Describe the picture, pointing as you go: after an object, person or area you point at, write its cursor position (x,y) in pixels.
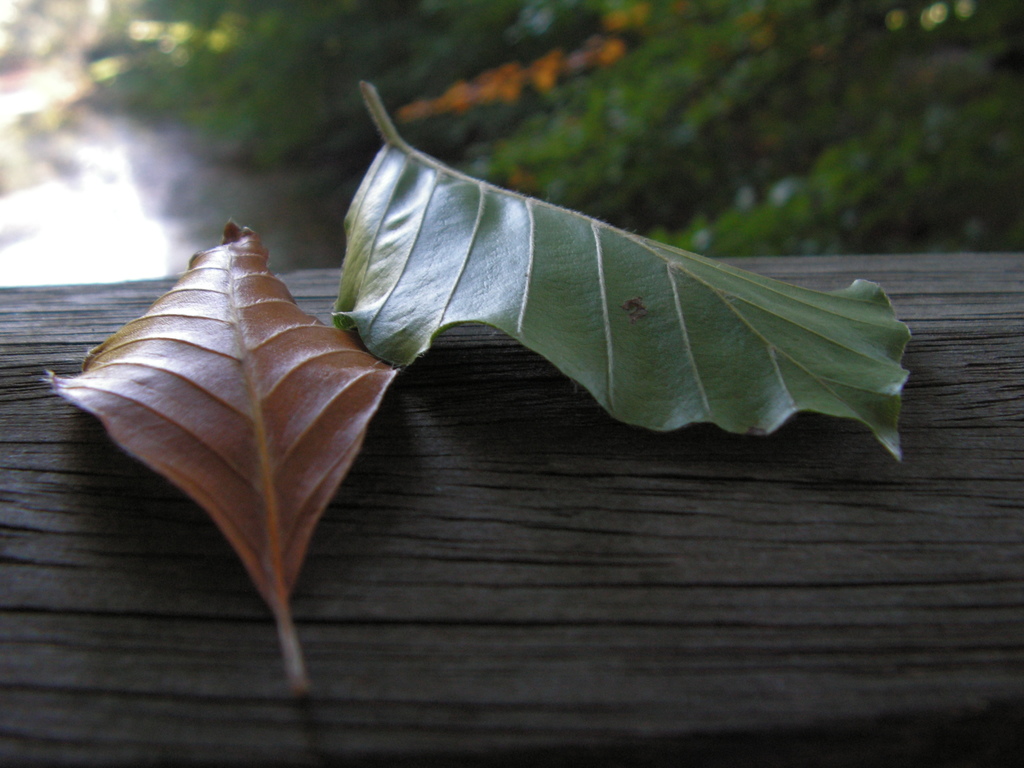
In this image we can see there are leaves (565,350) on the wood (654,494) and there is the blur background (560,108).
